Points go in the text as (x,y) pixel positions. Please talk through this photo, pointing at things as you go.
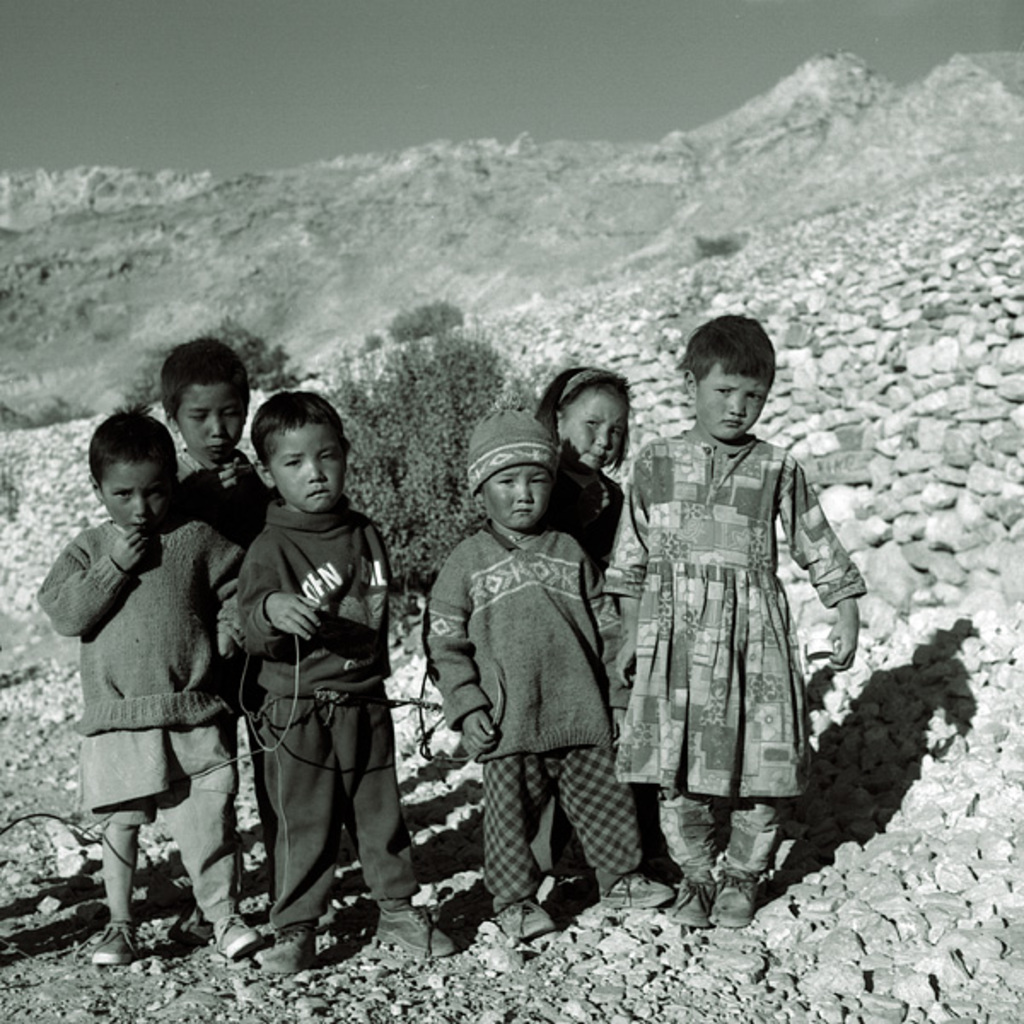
In this picture I can see few kids (635,639) standing and I can see a boy (509,470) wore a cap (490,441) on his head (528,485) and a hill (782,254) and I can see few stones (779,430) and plants (399,401) on the ground (538,341).
